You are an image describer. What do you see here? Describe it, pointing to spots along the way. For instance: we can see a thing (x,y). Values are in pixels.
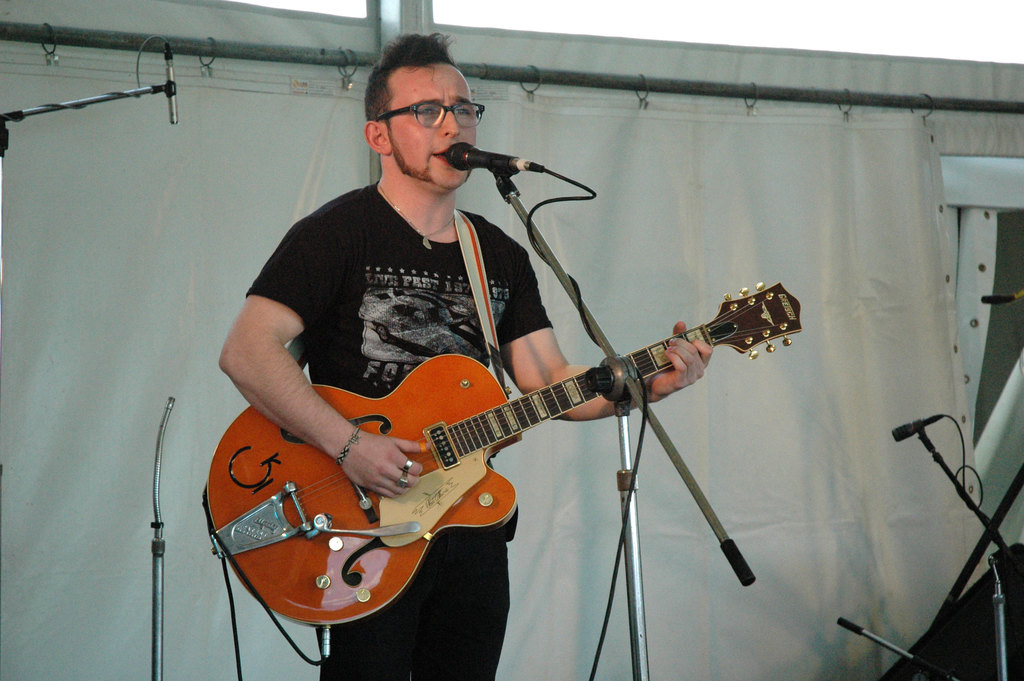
There is a person (369,319) wearing a black color T-shirt (439,328) playing a guitar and there is a microphone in front of him and at the background (870,304) there is a white color curtain (855,244).
